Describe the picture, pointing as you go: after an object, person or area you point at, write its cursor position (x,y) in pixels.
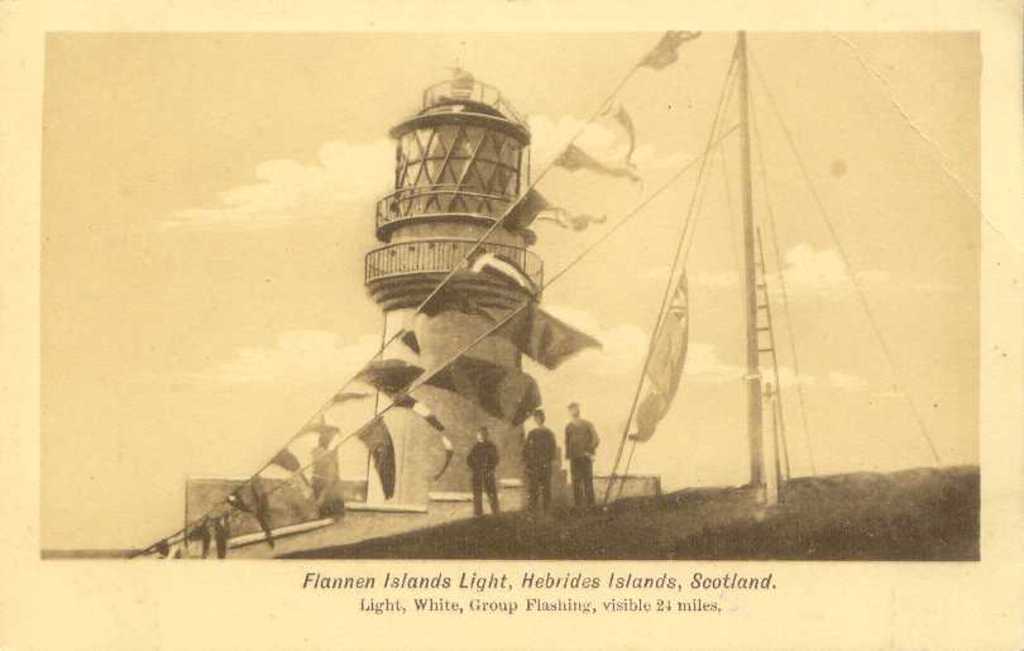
In this picture we can see a tower (395,490), paper flags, ropes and objects (631,480). We can see people (480,502) standing. At the bottom portion of the picture (612,578) we can see there is something is written.
